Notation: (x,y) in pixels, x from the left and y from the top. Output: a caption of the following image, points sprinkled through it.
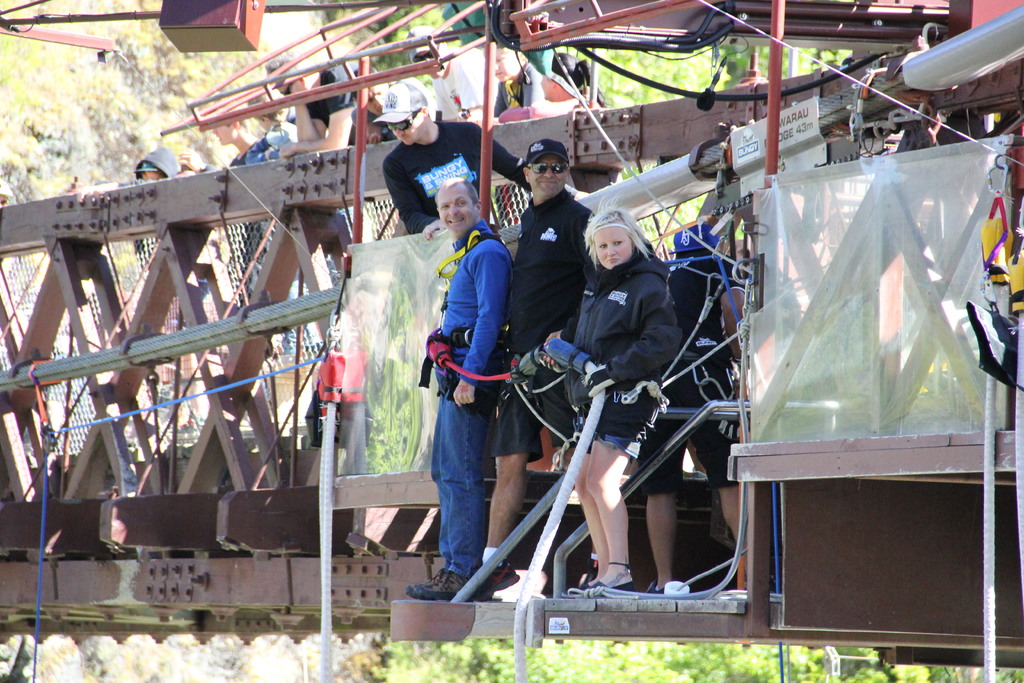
This picture is clicked outside. In the center (538,289) we can see the group of persons (472,197) and we can see the metal rods (677,165), mesh (235,272) and some metal objects (333,306). In the background (107,160) we can see the green leaves (611,80) and some other objects (823,286).
